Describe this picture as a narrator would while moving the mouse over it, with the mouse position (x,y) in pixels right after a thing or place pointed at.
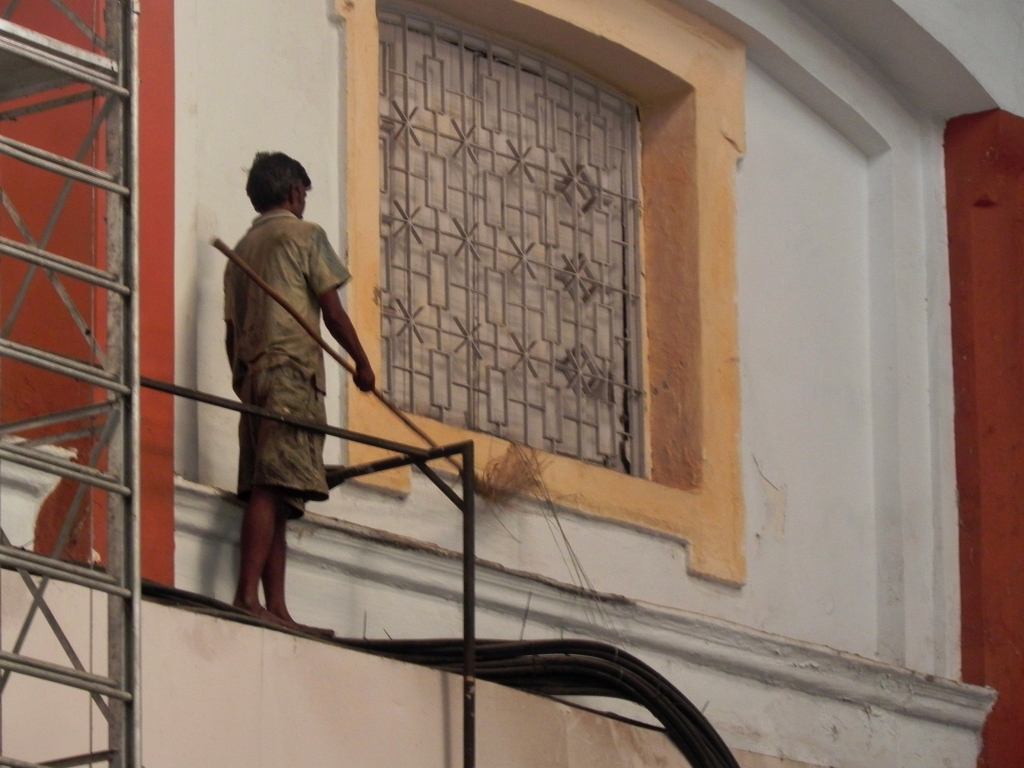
A person (269,344) is standing holding a broom (525,456). There is a window (537,430) which has a grill (504,215).
